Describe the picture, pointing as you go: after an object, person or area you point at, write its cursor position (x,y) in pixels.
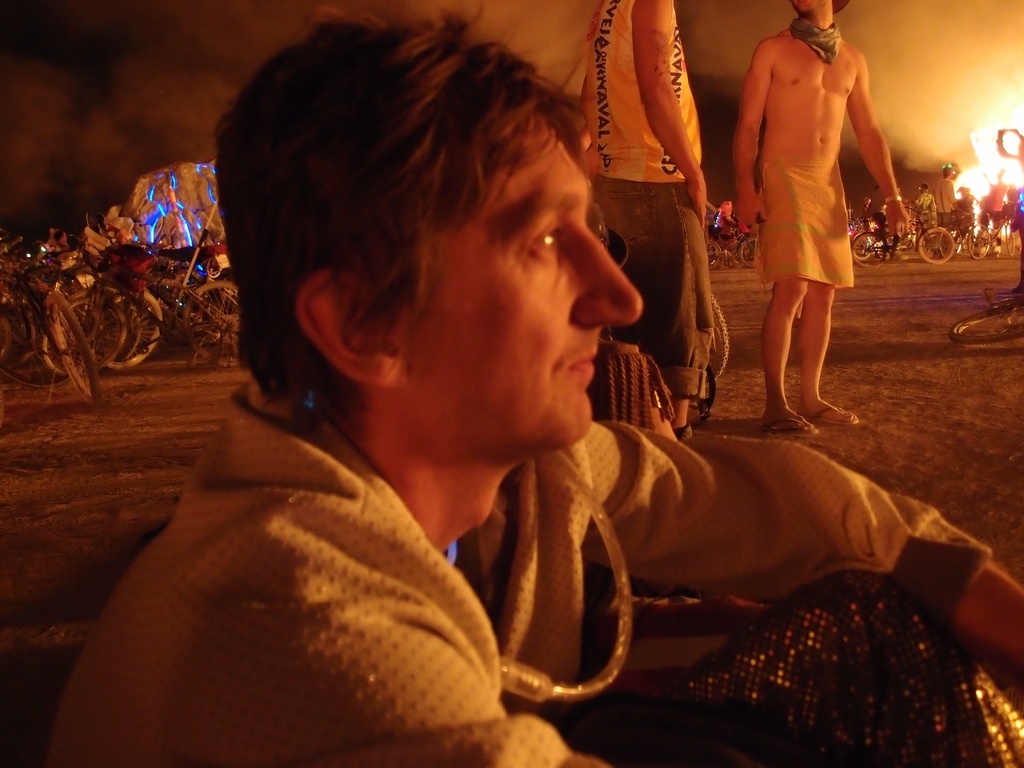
In this picture there is a person (425,657) sitting on the sand (924,402) in the foreground (950,619). At the back (775,268) there are group of people (780,276) standing and there are bicycles (79,337). On the right side of the image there is a fire (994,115). At the top (141,80) there is sky (123,69). At the bottom (84,515) there is sand (972,454).
